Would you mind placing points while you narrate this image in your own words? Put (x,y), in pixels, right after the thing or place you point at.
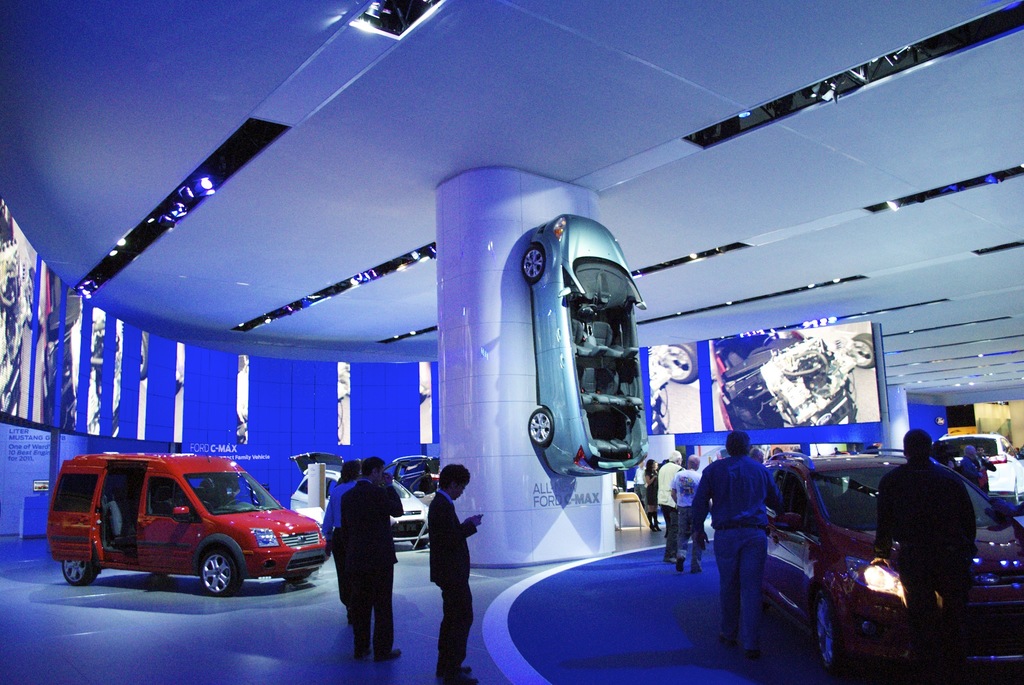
This image is taken in the store (255,627). In the center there are cars (789,459) and we can see people (676,552) standing. There is a car (577,472) placed on the pillar (519,436). In the background (780,402) there are screens (683,418) and a wall (104,442). At the top (398,20) there are lights (830,85).
